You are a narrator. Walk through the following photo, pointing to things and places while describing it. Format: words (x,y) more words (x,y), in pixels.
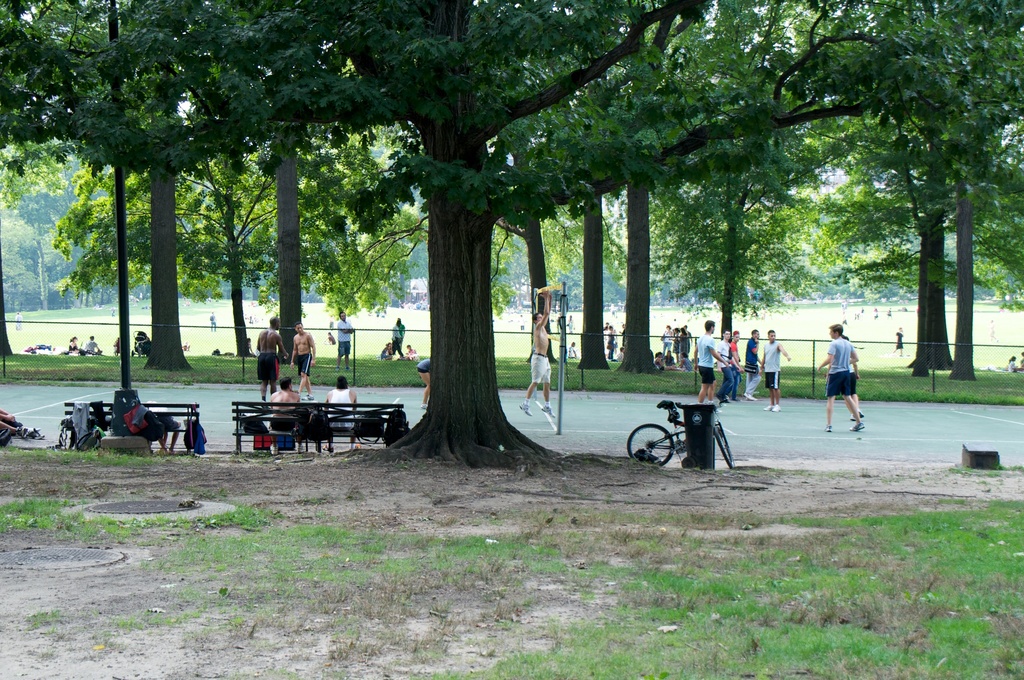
In this picture we can see some persons (778,353) on the road (899,437). These are the benches (176,417). And there is a pole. Here we can see two persons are sitting on the bench (367,407). These are the trees (548,6) and this is grass (969,540). And there is a bicycle (656,428) and this is bin (710,449).
